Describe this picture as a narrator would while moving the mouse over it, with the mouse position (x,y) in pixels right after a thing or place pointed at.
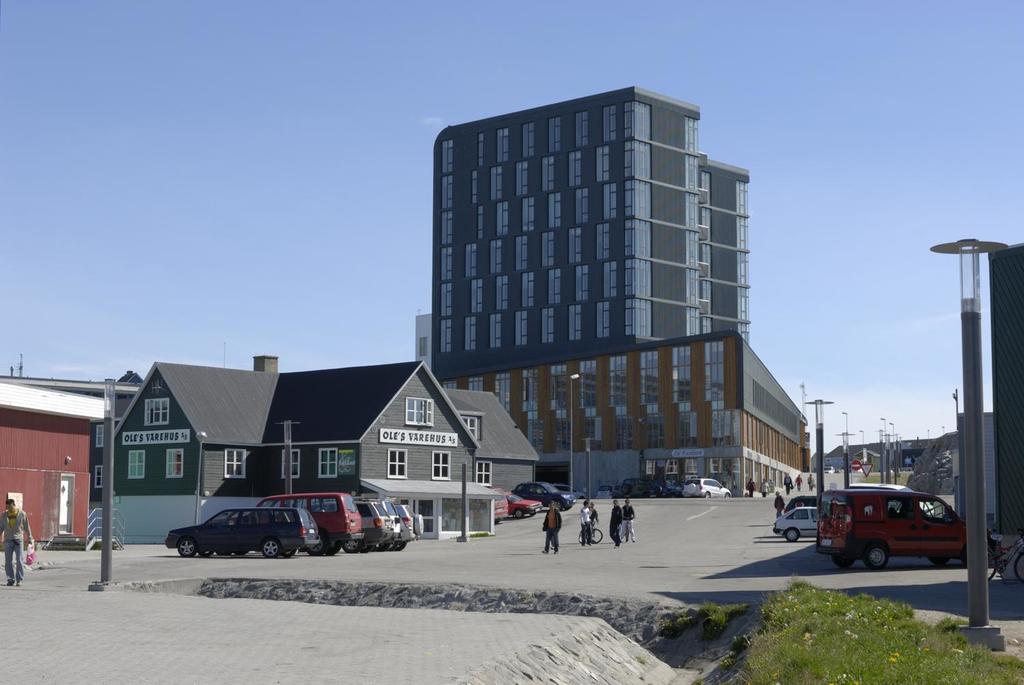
In this image we can see the buildings (362,446). In the middle (436,437) we can see the text (453,435) on a building (364,442). In front of the buildings (421,463) we can see vehicles (520,494), persons (750,490) and pole (847,466) with lights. On the right side (822,483), we can see the poles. At the top (352,121) we can see the sky (904,388). At the bottom (781,631) we can see the grass (761,652).
